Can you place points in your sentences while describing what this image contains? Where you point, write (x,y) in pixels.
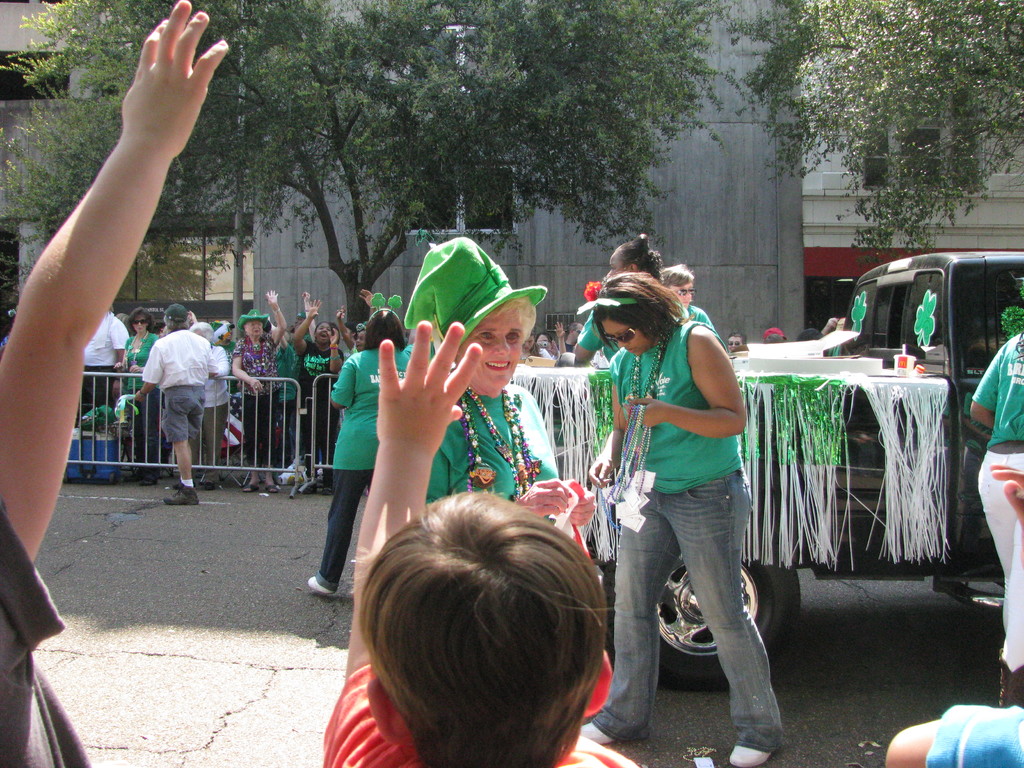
In this image there is a vehicle (781,494) which is decorated with some papers (793,451) is on the road (923,682). A woman (507,445) wearing green shirt (502,401) is having a cap (484,296). Beside there is a woman (723,509) standing on road (712,698). She is holding few chains (638,437) in her hand (599,469). Few persons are on the road (69,685). Behind the fence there are few persons (265,331) standing, behind them there are few trees (840,90) and buildings (962,227). Bottom of image (12,629) there are few persons (514,708).
